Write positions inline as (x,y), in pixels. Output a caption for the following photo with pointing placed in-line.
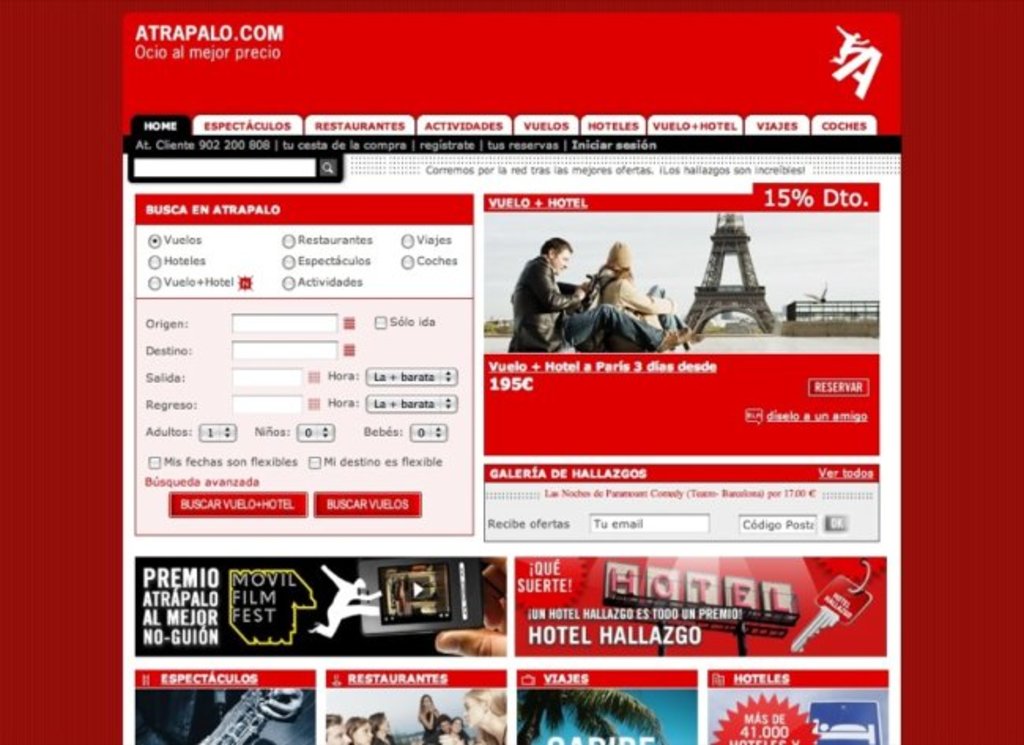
In this image, we can see the webpage (335,429).
